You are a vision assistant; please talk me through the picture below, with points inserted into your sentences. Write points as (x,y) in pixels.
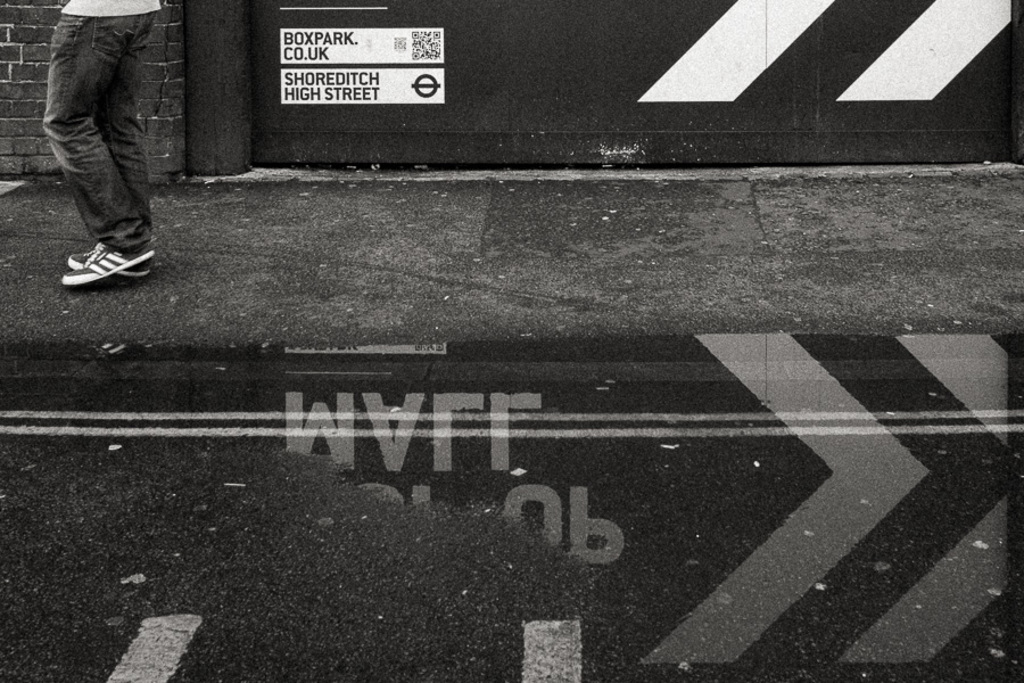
In the foreground of this black and white image, at the bottom (469,557), there is a road (602,577) and water (766,429). At the top left (92,89), there is a person (110,144) and behind, there is a wall (635,62).
